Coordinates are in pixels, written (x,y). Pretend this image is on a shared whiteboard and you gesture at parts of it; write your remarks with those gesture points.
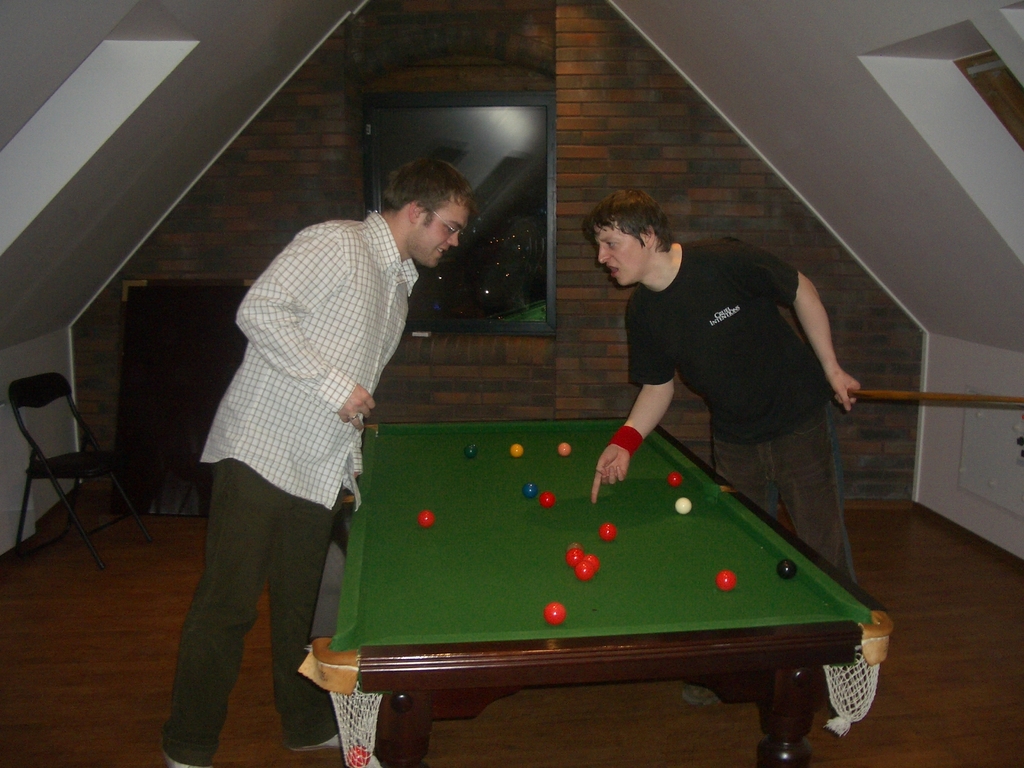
There is a room (424,314). The two persons (371,327) are playing a snooker game. On the right (767,379) we have a person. He is holding a stick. There is a table (637,469). There is a ball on a table (638,564). On the left side (284,332) we have a check shirts person (323,272). He is wearing a spectacle (443,222). We can see in background (461,304) screen (468,228) and red color wall brick (633,119).
